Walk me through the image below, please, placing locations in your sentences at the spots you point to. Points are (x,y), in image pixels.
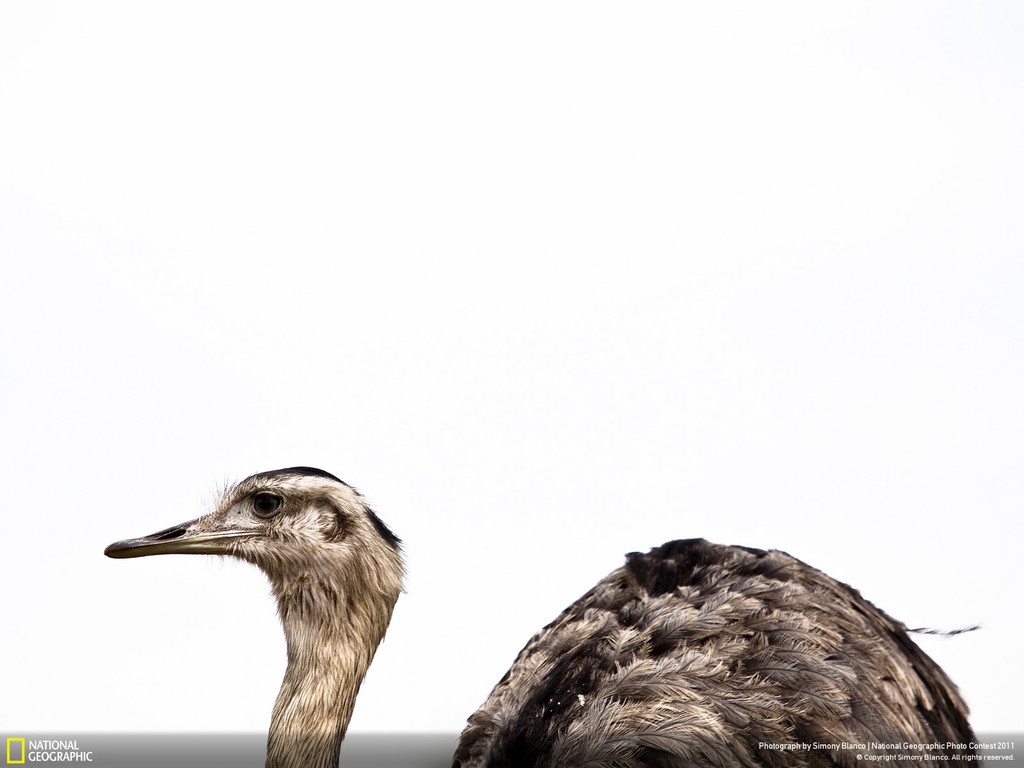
This image consists of a bird (365,625) which is in the center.
